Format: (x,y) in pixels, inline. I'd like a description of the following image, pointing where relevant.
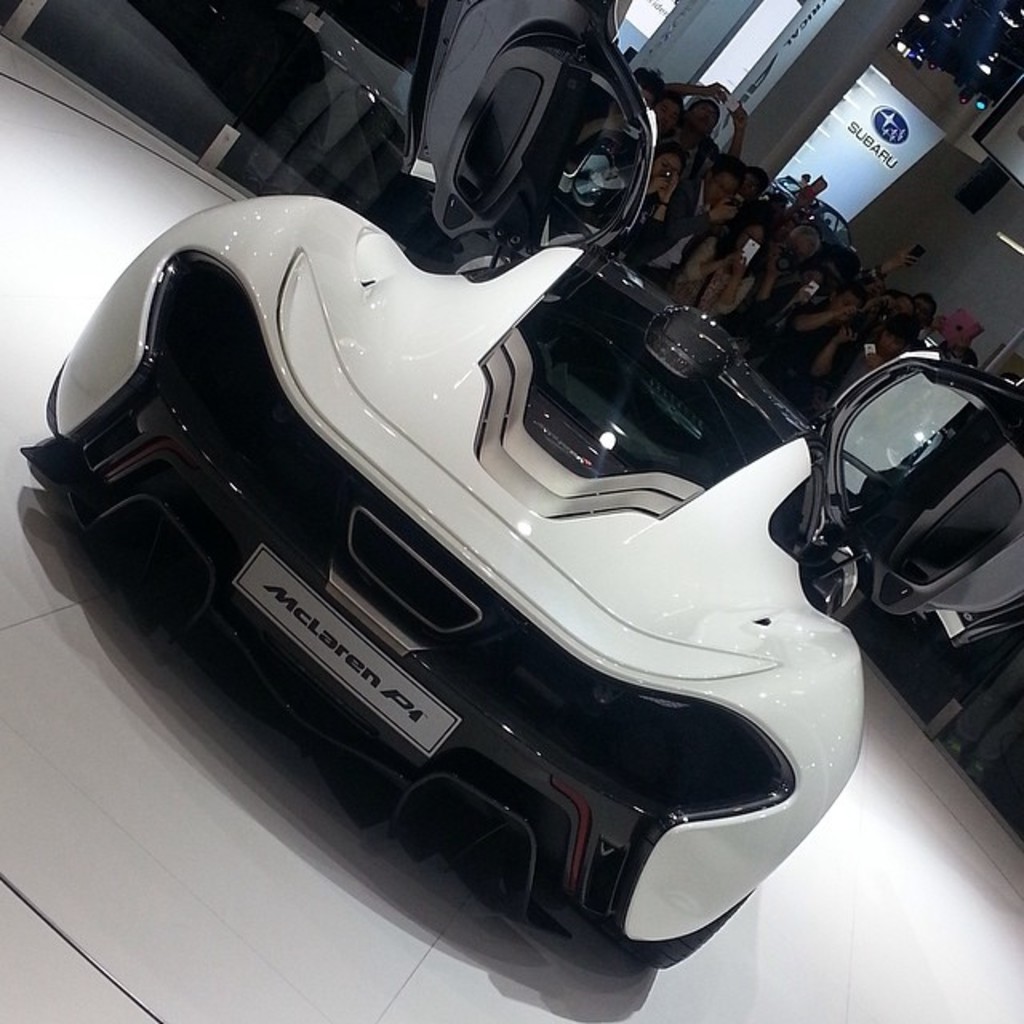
There is a white car (582,374) with opened door (900,355) and a plate (334,631) with something written on that. In the background (682,188) there are many people (766,226) holding mobiles (748,253). Also there is a banner (853,143) with light (852,101).
